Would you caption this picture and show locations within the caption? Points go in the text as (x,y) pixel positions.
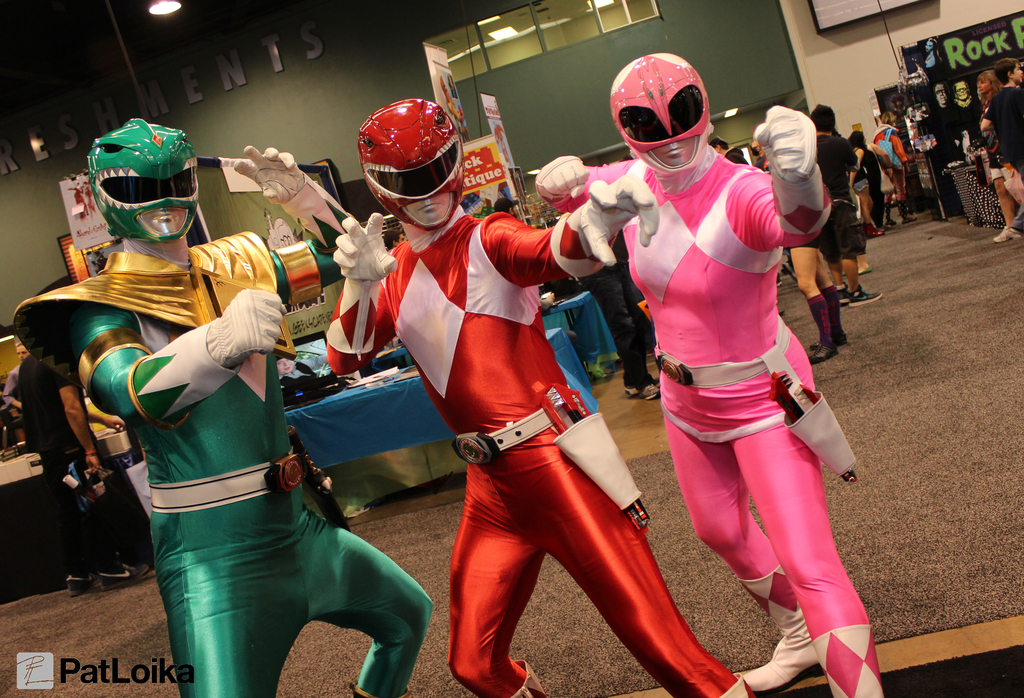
In the center of the image (507,386) we can see three people (759,463) standing. They are wearing costumes (254,442). In the background (843,216) there are tables (334,401) and we can see people (1016,115). There are boards (447,56) and we can see a wall (266,126). At the top (637,6) there are lights (612,0) and there are windows (556,26).
